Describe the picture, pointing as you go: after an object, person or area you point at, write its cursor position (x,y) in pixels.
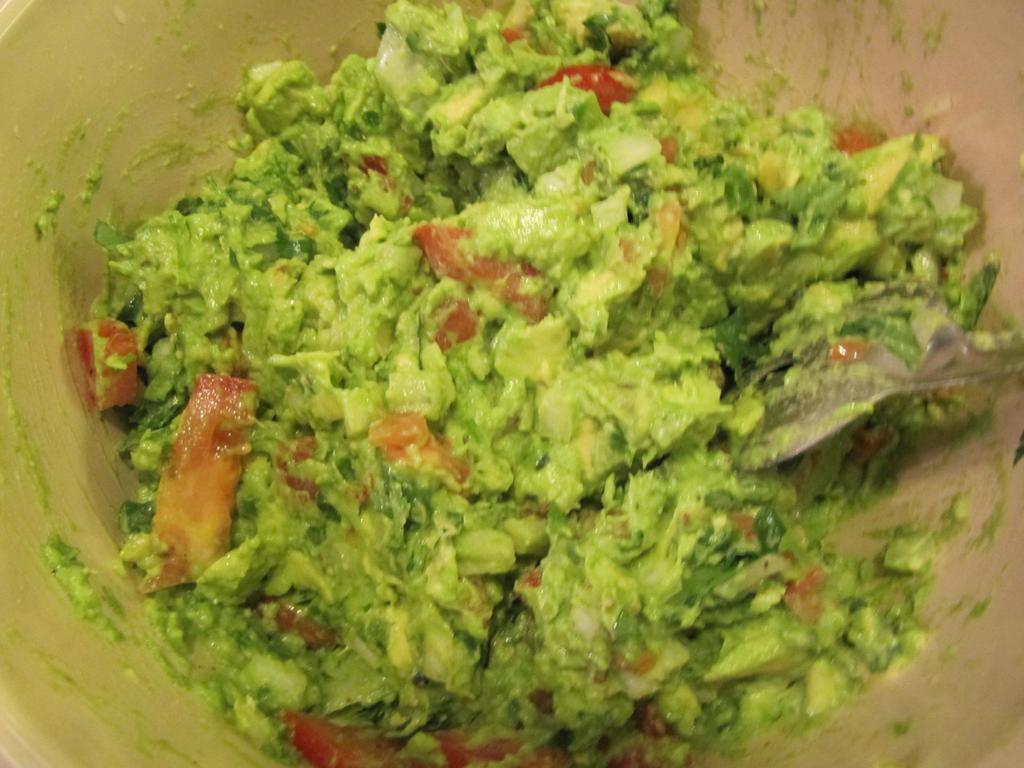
In this image we can see the preparation of food item (526,302) with a spoon (938,372) in the bowl (931,738).
